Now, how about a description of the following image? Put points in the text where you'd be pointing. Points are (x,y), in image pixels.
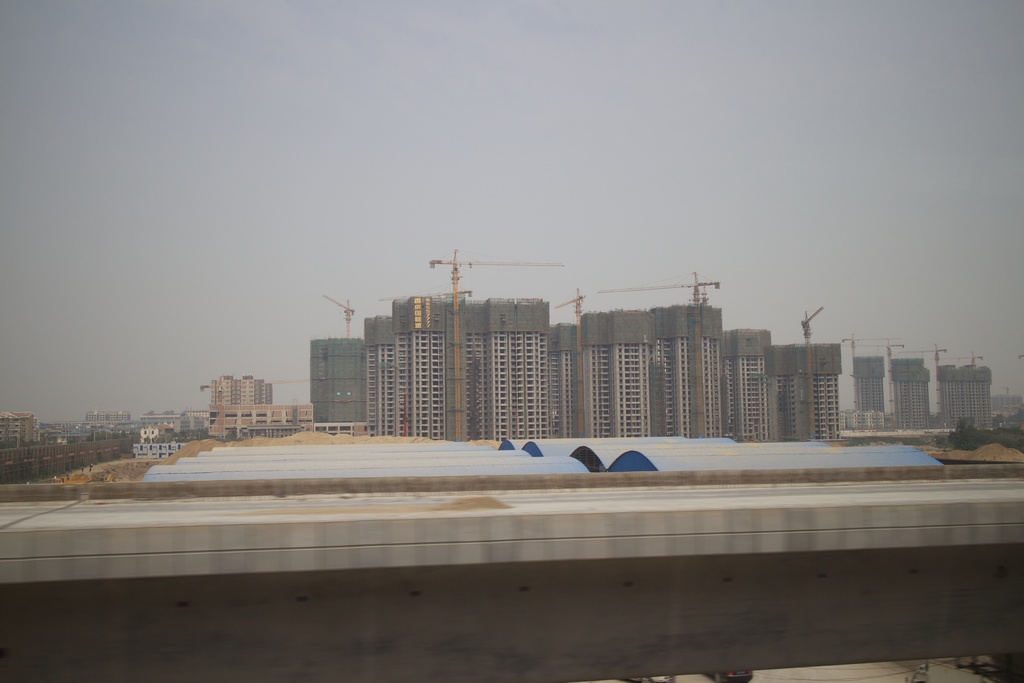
There are few buildings (786,376) under construction and there are few other buildings (123,422) in the left corner (68,426).
